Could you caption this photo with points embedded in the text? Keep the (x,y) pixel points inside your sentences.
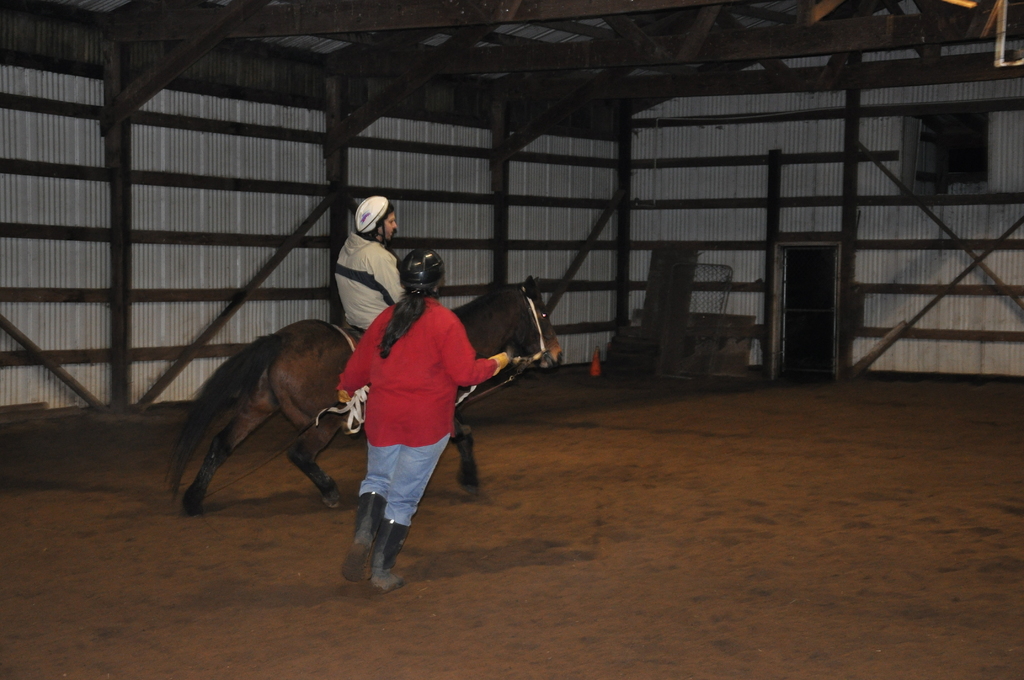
In this picture there is a person (362,254) sitting and riding the horse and there is a person (373,408) running inside the shed (626,231). At the back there is a door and there are objects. At the bottom (701,617) it looks like a ground (787,606).
